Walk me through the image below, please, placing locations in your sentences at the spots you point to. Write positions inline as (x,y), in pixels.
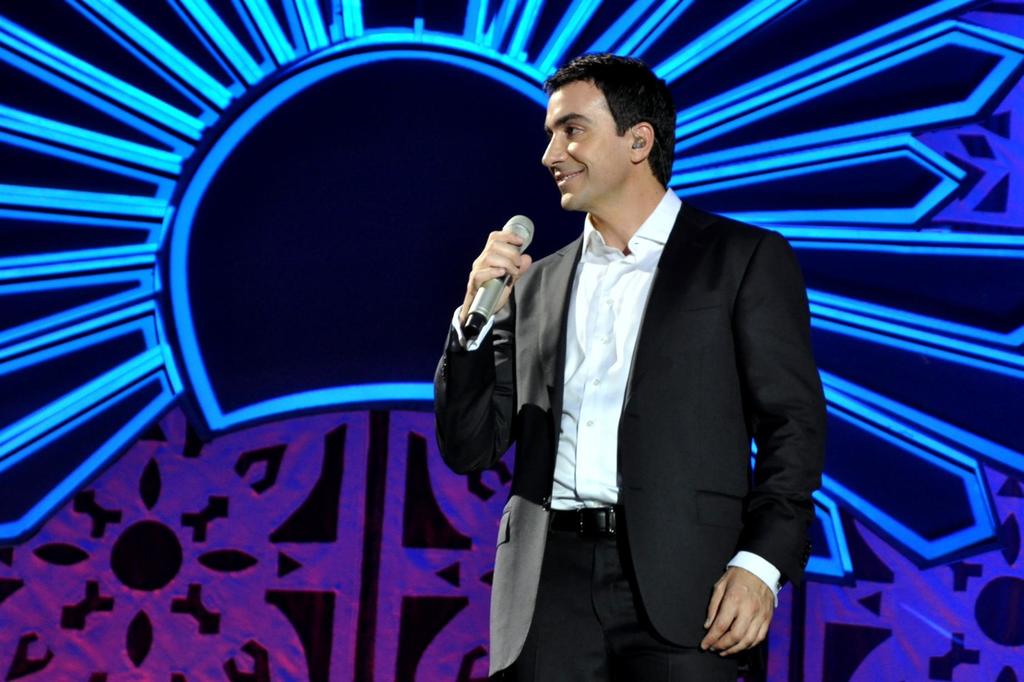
In this image I can see a person (658,392) standing, wearing a suit (520,391) and holding a microphone (468,330).
